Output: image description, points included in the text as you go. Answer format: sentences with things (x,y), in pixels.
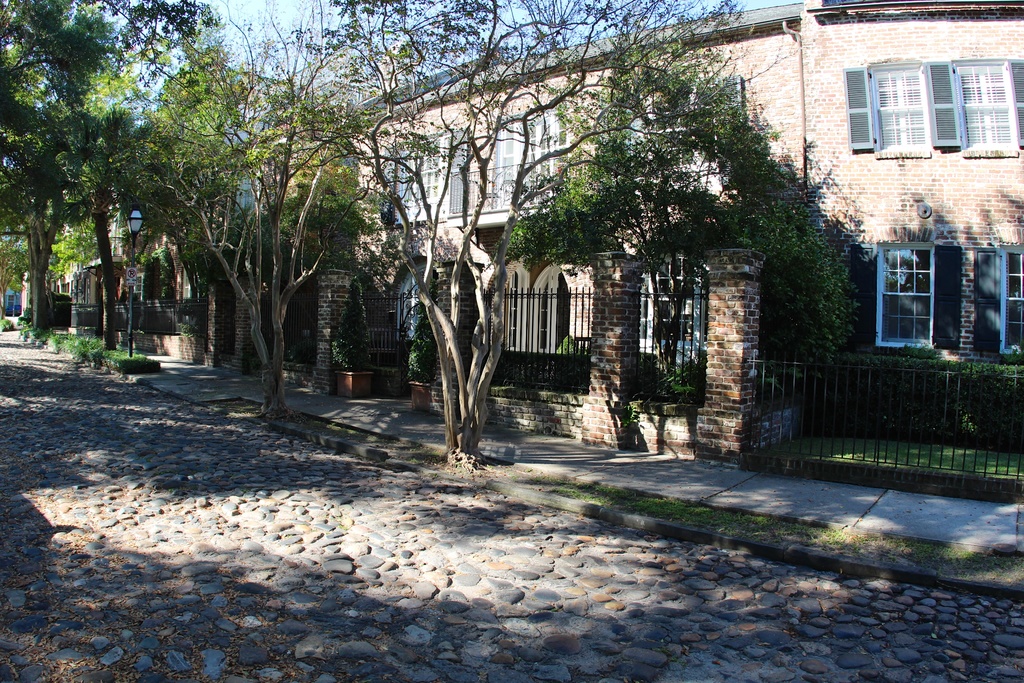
In this image I can see a pebble road (944,605) in the front (929,609). There are trees (23,149), fence (986,470) and a building (958,269) at the back (850,354). There is sky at the top (370,28).
